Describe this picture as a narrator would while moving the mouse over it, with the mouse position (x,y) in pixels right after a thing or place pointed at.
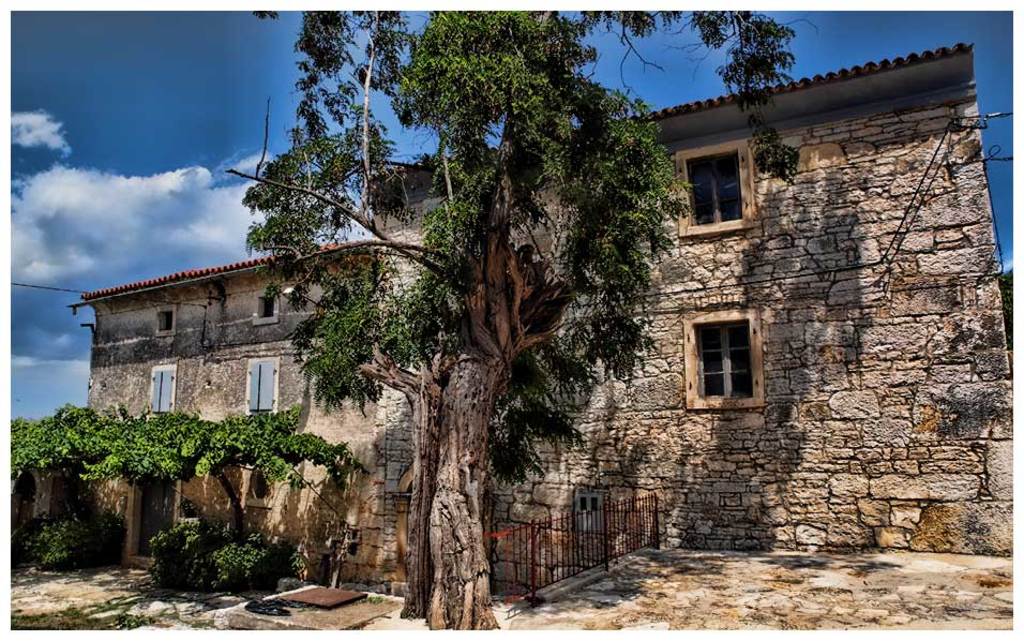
In this image we can see a house (261,342) with windows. There are plants (24,429). There is a tree (428,261). In the background of the image (227,131) there is sky (174,170) and clouds (91,185).
